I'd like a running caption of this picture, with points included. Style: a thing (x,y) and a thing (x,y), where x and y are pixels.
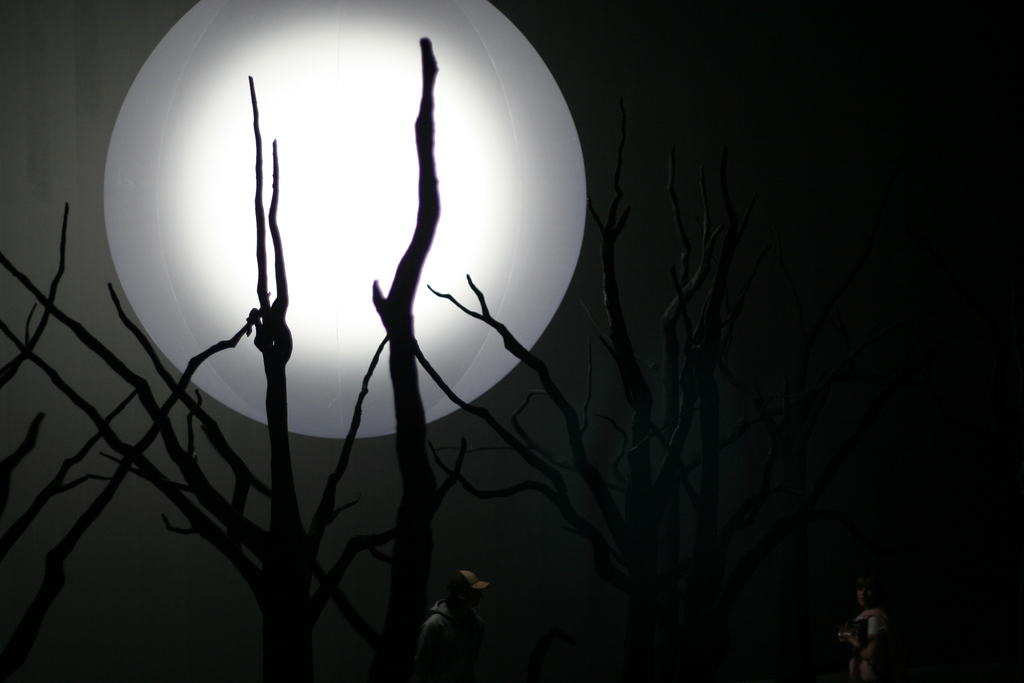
These are the branches (322,521). This looks like an artificial moon (521,195) in the sky (583,256). At the bottom of the image (440,609), there are two people (459,588) standing.
